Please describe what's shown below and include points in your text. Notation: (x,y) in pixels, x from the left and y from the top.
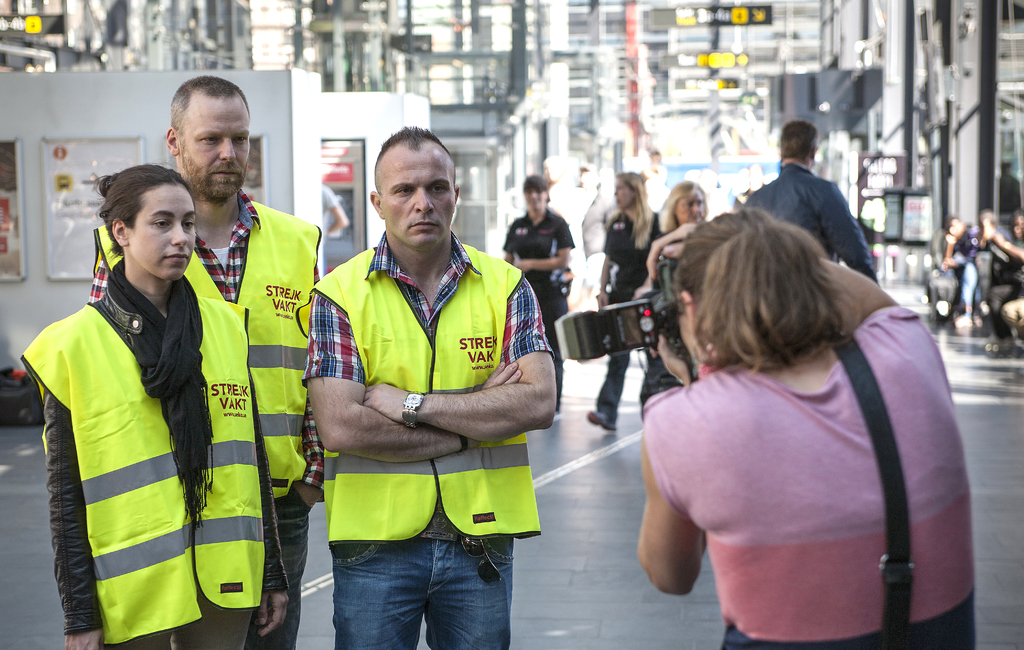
In the foreground of the image (104,401) there are three people (304,393) standing. To the right side of the image (684,263) there is a lady (741,378) holding a camera (669,288). In the background of the image (603,296) there are people (547,317) walking. There are machines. There are rods (590,56). At the bottom of the image (583,616) there is floor (546,613).
